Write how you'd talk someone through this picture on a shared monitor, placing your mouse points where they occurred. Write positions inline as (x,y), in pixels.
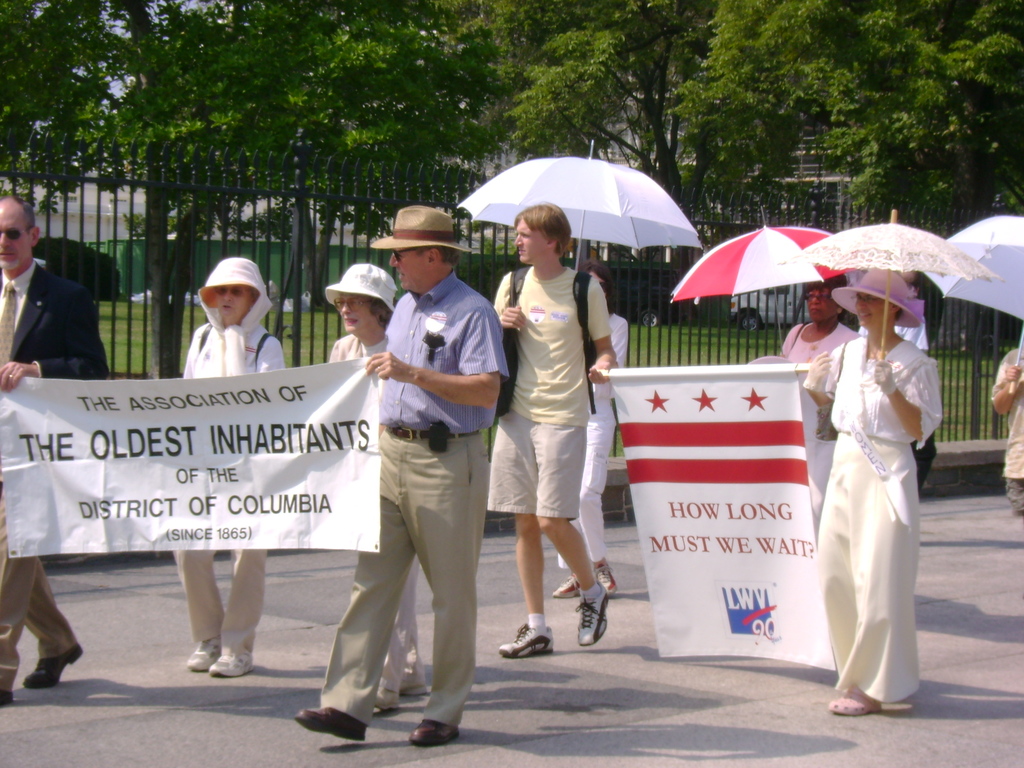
In this image we can see a few people (864,607) walking on a road (279,737) and some people (451,388) are holding a banner (258,432) on which we can see a text (248,502) written on it. There are few people (828,307) at the back side (823,323) holding umbrella (752,262) and walking and we can also see trees (165,87) and iron fence (164,250) in the background (302,269).
